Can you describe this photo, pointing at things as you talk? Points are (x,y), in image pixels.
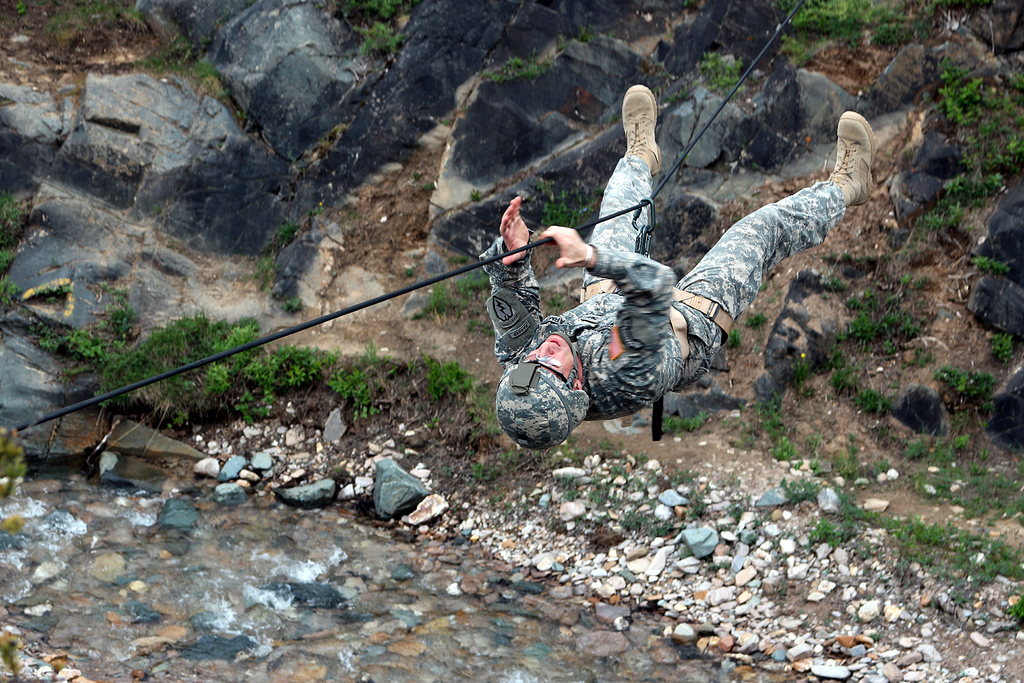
This picture shows a man (663,272) holding a rope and moving from one end to the other end and we see rocks (13,114) and few plants (235,408) and stones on the ground (862,289) and he is wearing a helmet (545,395) on his head (545,395).
